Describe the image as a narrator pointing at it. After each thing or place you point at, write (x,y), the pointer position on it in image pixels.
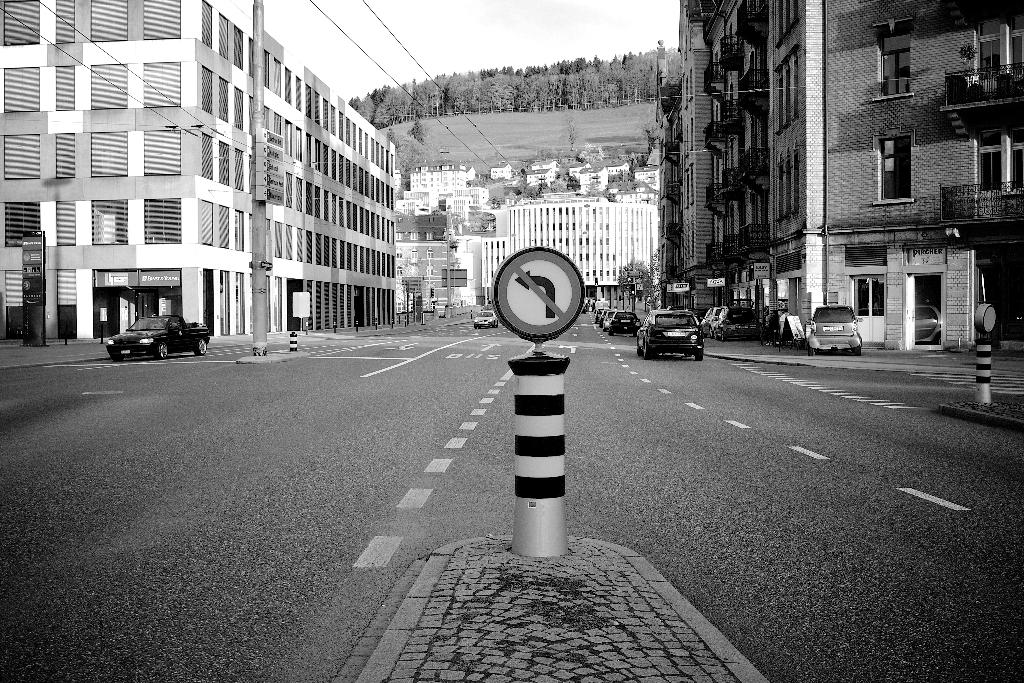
In this image we can see few buildings (453,206) and a road (488,379) between the buildings (368,217) and there are few vehicles (602,327) on the road (501,334), there are sign boards (563,318) on the pavement (970,409), there is a current pole (252,177) with board (274,161) and wire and there is a board (37,285) in front of the building (479,293), there are few trees (536,102) and sky (532,49) in the background (540,30).
